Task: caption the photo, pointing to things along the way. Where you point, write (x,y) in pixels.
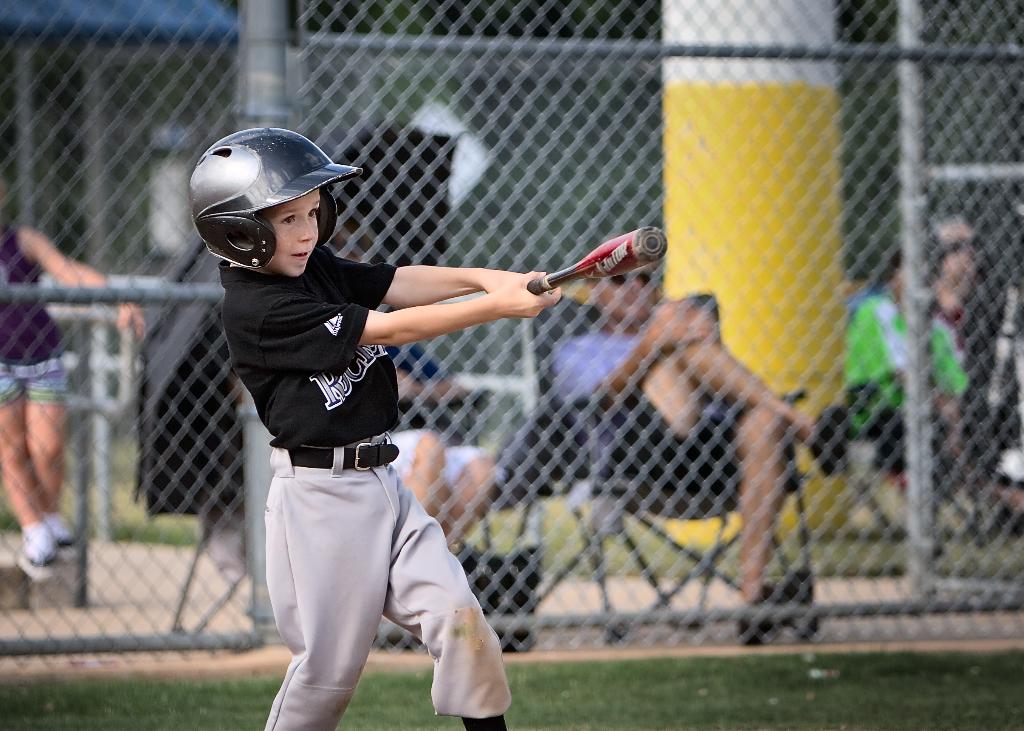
In this image in the foreground (335,464) there is one boy (324,378) who is holding a bat (588,272) and wearing a helmet (197,209), at the bottom (202,698) there is grass (939,685) and in the background (42,416) there are some people (45,386) who are sitting and some of them are walking and there is a fence (654,156) and some poles (107,440).
